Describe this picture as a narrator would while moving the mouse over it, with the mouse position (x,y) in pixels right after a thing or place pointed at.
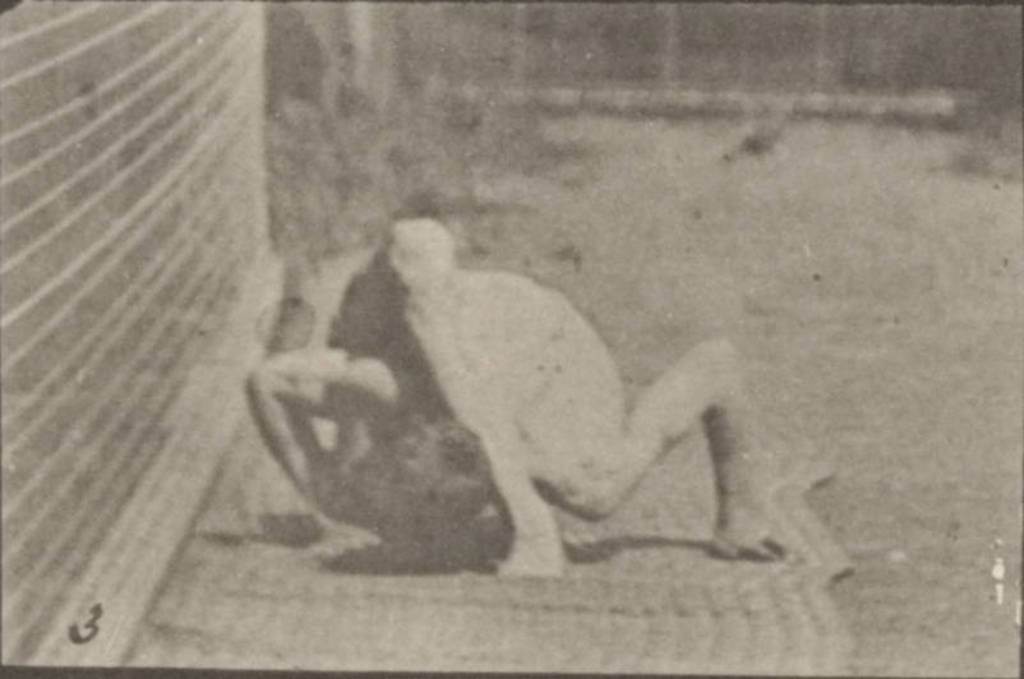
In this picture I can see two people (437,460) wrestling and I can see a wall (177,145) on the left side of the picture (205,266).
